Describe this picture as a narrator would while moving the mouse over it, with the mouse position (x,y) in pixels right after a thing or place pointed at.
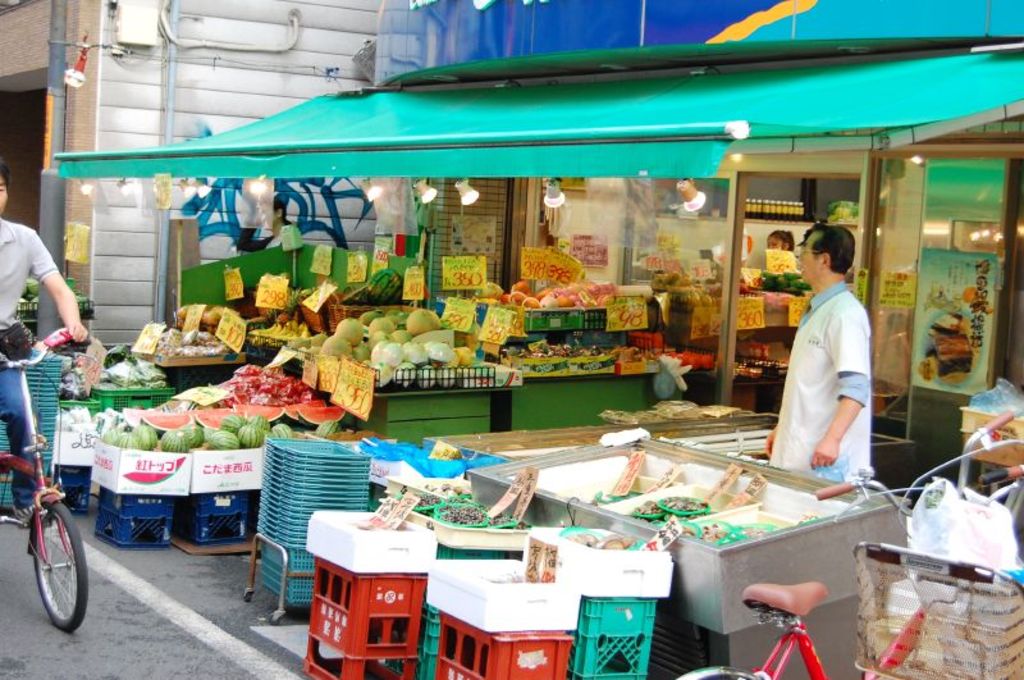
This image is taken outdoors. In the background (85,140) there is a building (102,57). There are a few pipelines (172,63). On the left side of the image (67,599) a man (24,409) is riding on the bicycle (42,472) and there are a few things (68,427) on the road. In the middle of the image (678,246) there is a tent (451,106) and there is a store (895,144). There are many things (761,205) in the store (883,208) and there is a board (947,334) with a text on it. A man (835,359) is standing on the floor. There are many tables (423,404) with many baskets (159,502), vegetables (148,367) and fruits (343,355) on them. There are a few cardboard boxes (217,472) and there are many boards (228,330) with text (362,263) on them. There are a few lights (684,187). On the right side of the image (773,584) there is a bicycle (879,587).
